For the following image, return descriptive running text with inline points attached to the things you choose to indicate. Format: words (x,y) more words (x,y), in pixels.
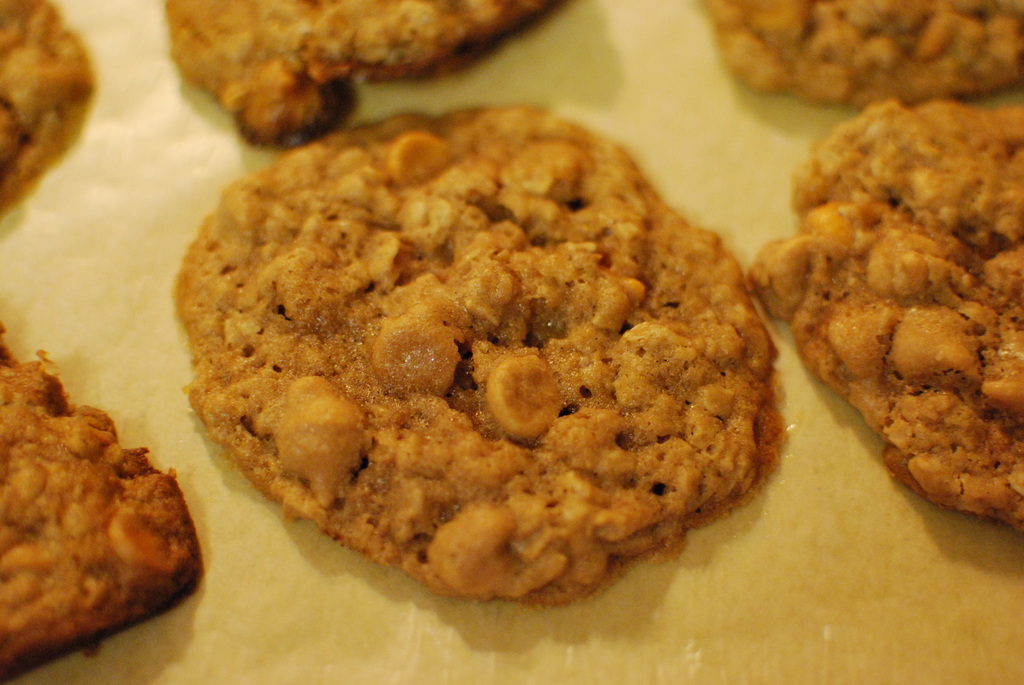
In this image, we can see some food items (467,353) on the surface (698,632).
